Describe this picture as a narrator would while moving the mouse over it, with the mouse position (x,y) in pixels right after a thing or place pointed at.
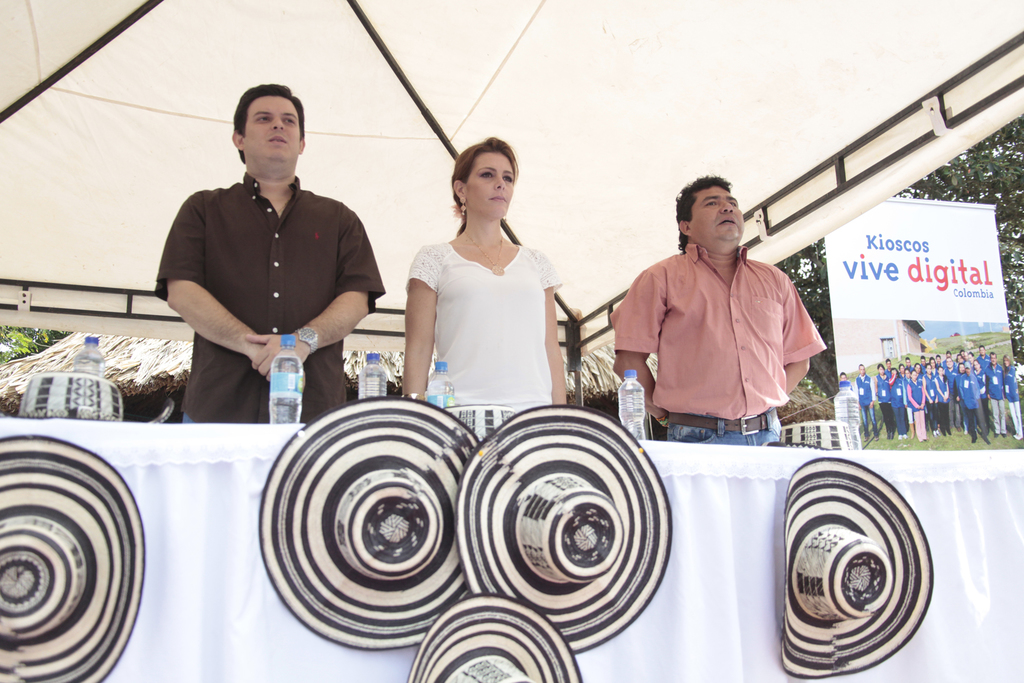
In this picture we can see a few hats (521,477) on a white cloth (691,680). There are bottles (299,405) and hats (28,413) on the table (909,453). We can see three people (692,213) standing. There is a tent (512,142), banner (844,338), hut (185,341) and a few trees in the background (1009,222).
